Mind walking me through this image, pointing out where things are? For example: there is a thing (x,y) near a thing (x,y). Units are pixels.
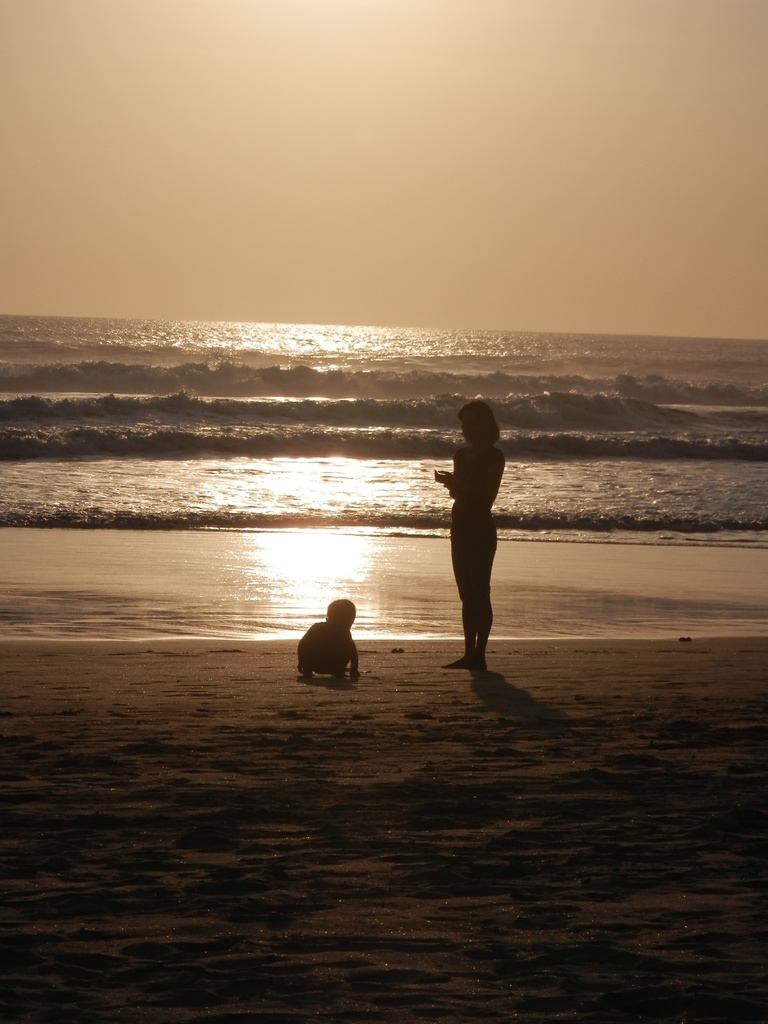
In this image we can see kid (307,636) and woman (458,532) standing on the sand (720,851). In the background (728,513) there is water (206,382) and sky (407,219).
